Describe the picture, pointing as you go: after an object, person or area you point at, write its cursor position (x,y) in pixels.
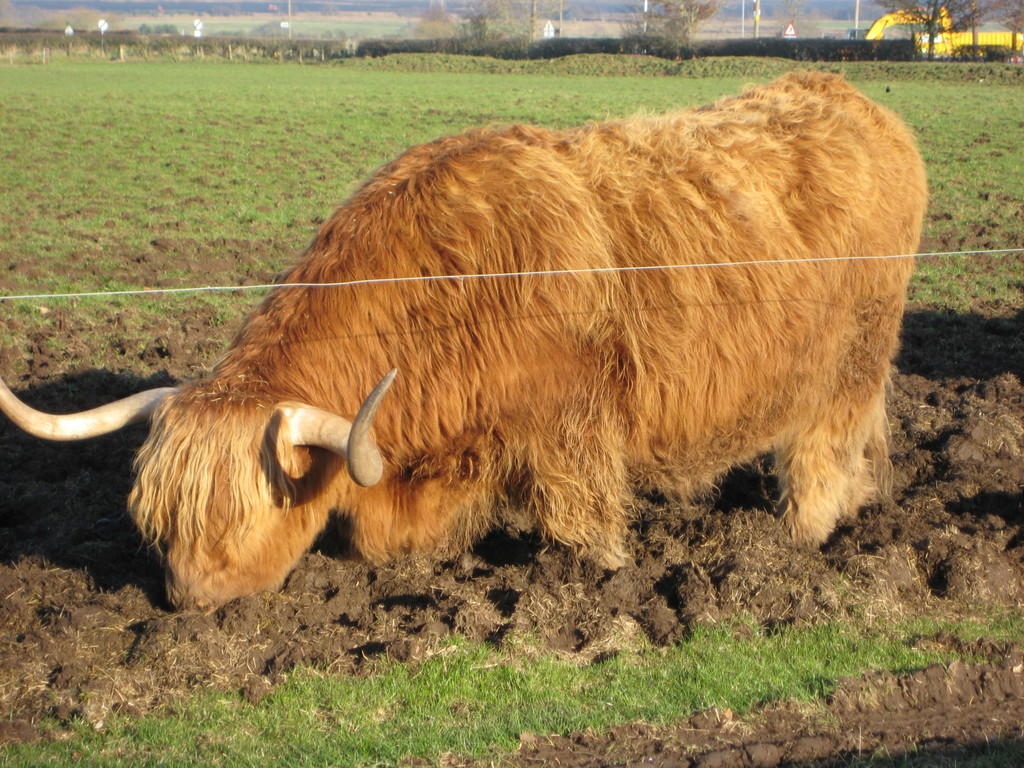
In this picture it looks like a Highland cow (833,101) standing in the mud (605,590) on a grass field (673,723).
